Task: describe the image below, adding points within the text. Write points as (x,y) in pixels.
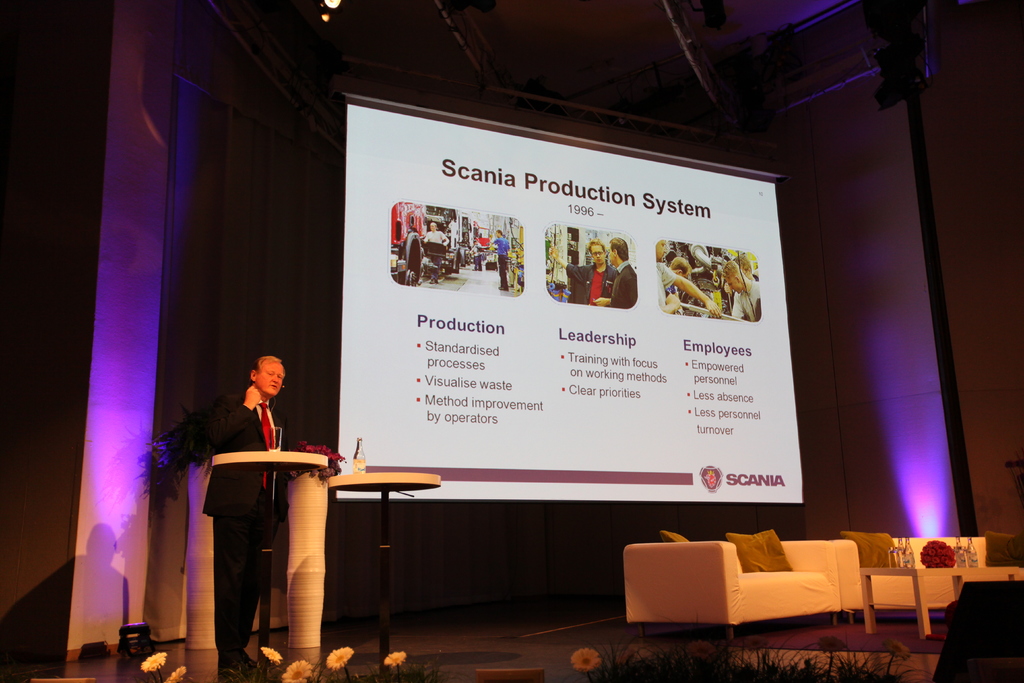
This picture shows a man (236,496) standing at a podium (277,463) and speaking with the help of a microphone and we see a sofa (842,596) and couple of pillows (755,559) on it and we see a table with flower vase (945,552) on it and on the back (594,450) we see a projector screen (778,323).
